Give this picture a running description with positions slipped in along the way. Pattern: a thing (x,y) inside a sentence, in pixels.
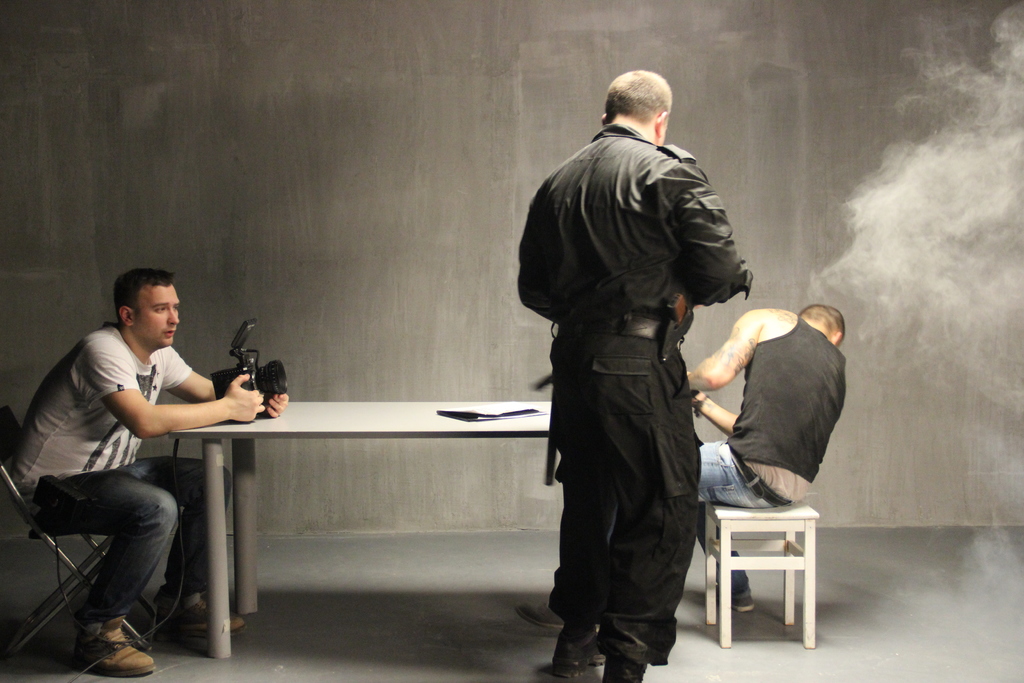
In this picture we can see three men (610,395) where two (170,366) are sitting on chairs (789,524) and one (595,438) is standing and in front of them there is table (401,422) and on table (473,429) we can see paper (523,412) here man (163,320) is holding camera (265,375) in his hands (236,398) and in background (346,127) we can see wall (252,285).
